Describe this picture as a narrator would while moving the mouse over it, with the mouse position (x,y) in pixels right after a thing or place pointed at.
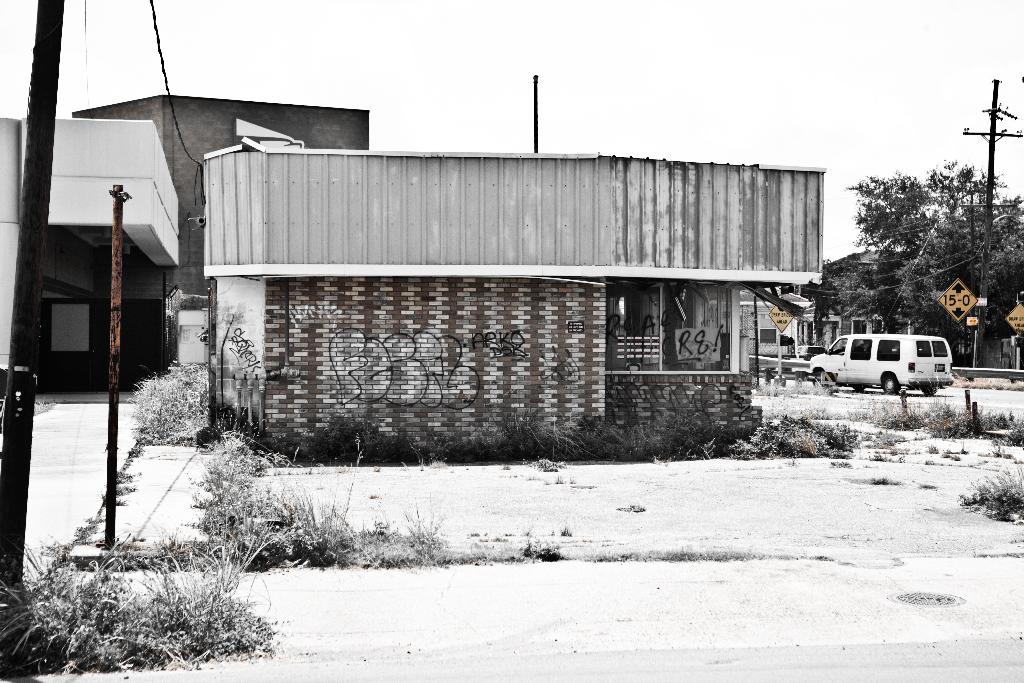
In this picture I can see the path (892,602) in front (760,596), on which there are number of plants (942,418) and in the middle of this picture (426,244) I see number of trees (872,299), building (358,276), poles (119,340), a wire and a car (869,342). In the background (307,22) I see the sky (632,51) and I can also see that there is something written on the wall (461,338) of a building (500,357).
